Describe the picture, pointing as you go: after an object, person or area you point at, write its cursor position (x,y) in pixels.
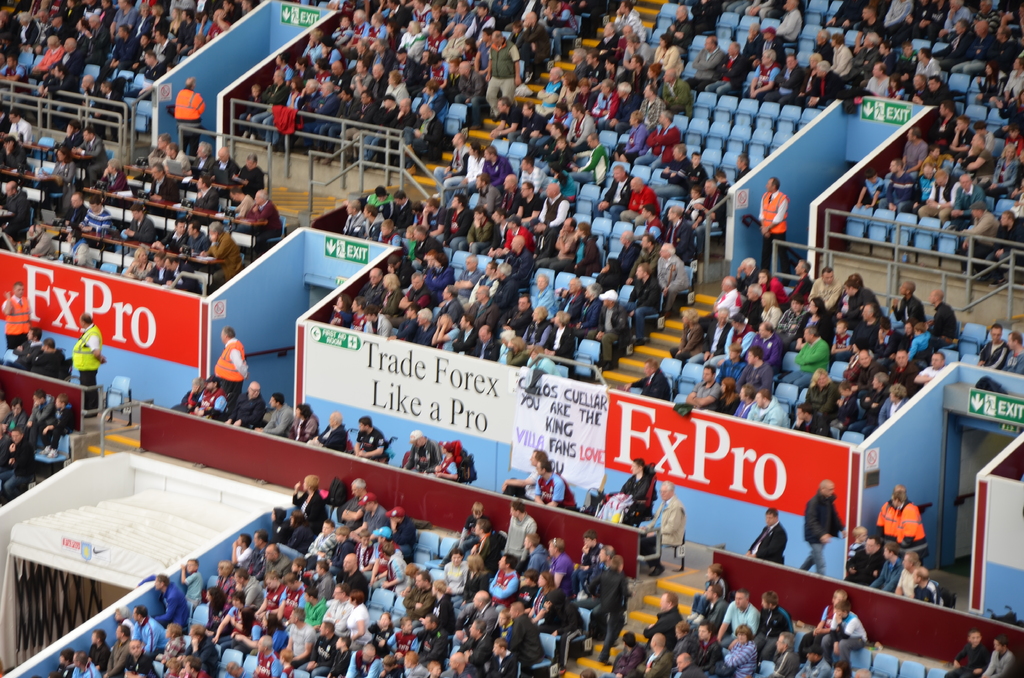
The picture is taken in a stadium (947,261). In the picture there are people (640,306) sitting in chairs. In the center of the picture (569,424) there are hoardings (501,406) and banner (520,446). The picture consists of walls (238,63) painted blue.
